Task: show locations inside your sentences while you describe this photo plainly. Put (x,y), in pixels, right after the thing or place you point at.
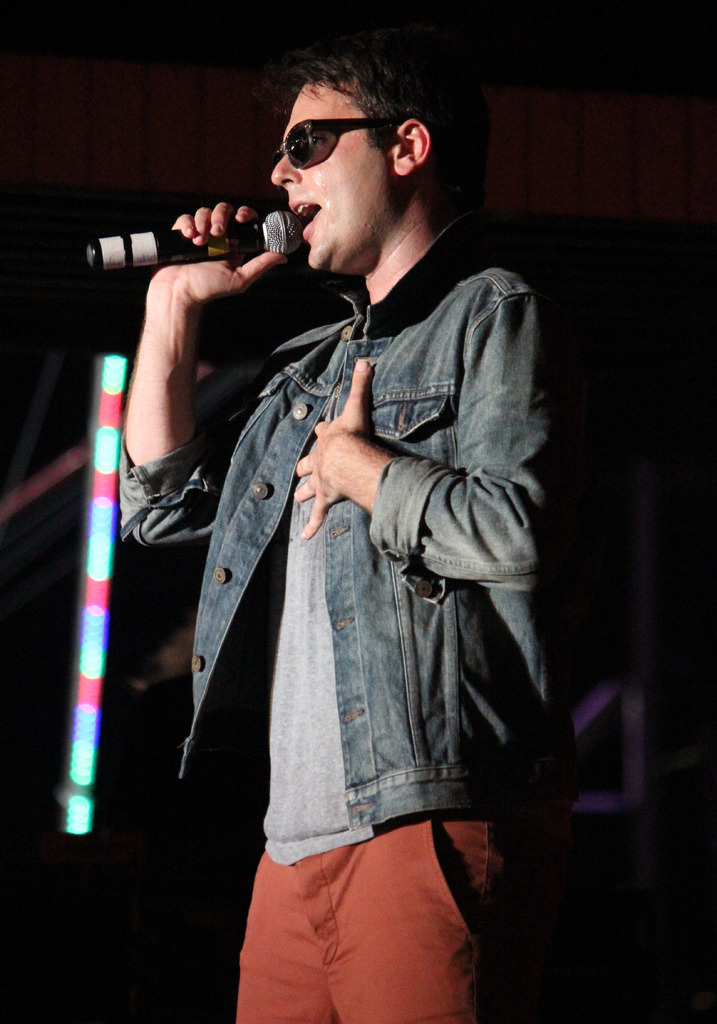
In this image one person (218,580) is holding the mike (208,235) and singing the song and he is wearing grey t-shirt (302,704), orange pant (371,877) and denim coat (465,542) and background (91,58) is dark.
